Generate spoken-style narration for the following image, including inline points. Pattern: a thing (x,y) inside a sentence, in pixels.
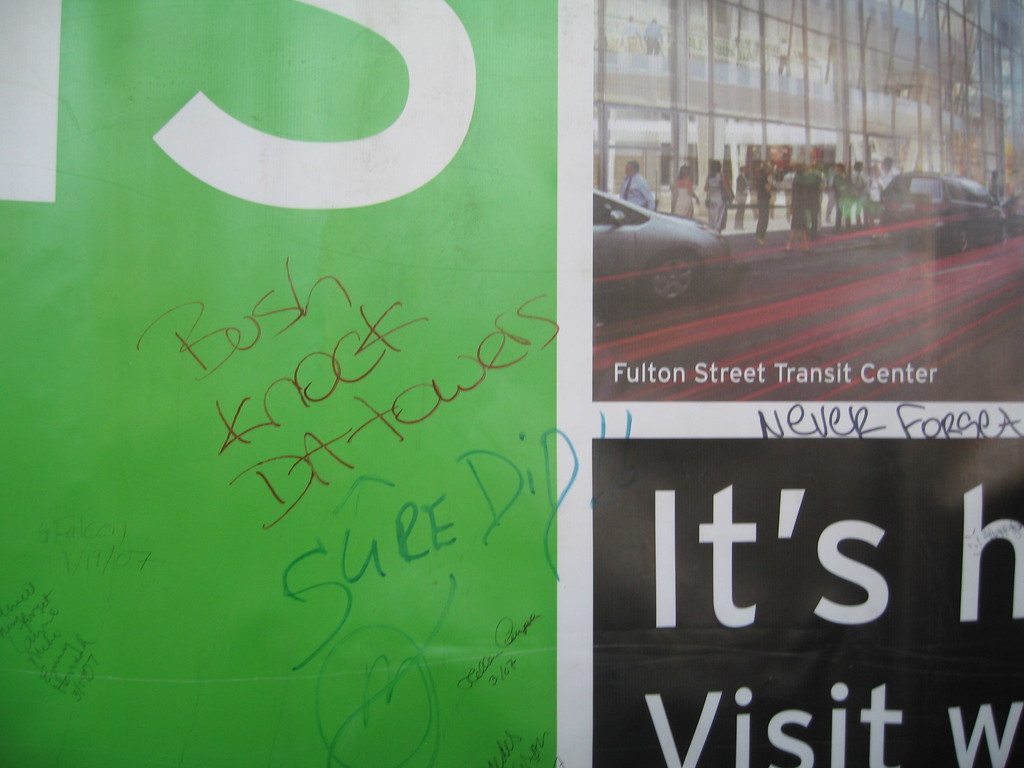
In this picture there is a banner (738,325). On the banner (515,192) there is text (308,449) and there is a picture (853,246) of a group of people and there are vehicles (963,226) and there is a building (779,140).
